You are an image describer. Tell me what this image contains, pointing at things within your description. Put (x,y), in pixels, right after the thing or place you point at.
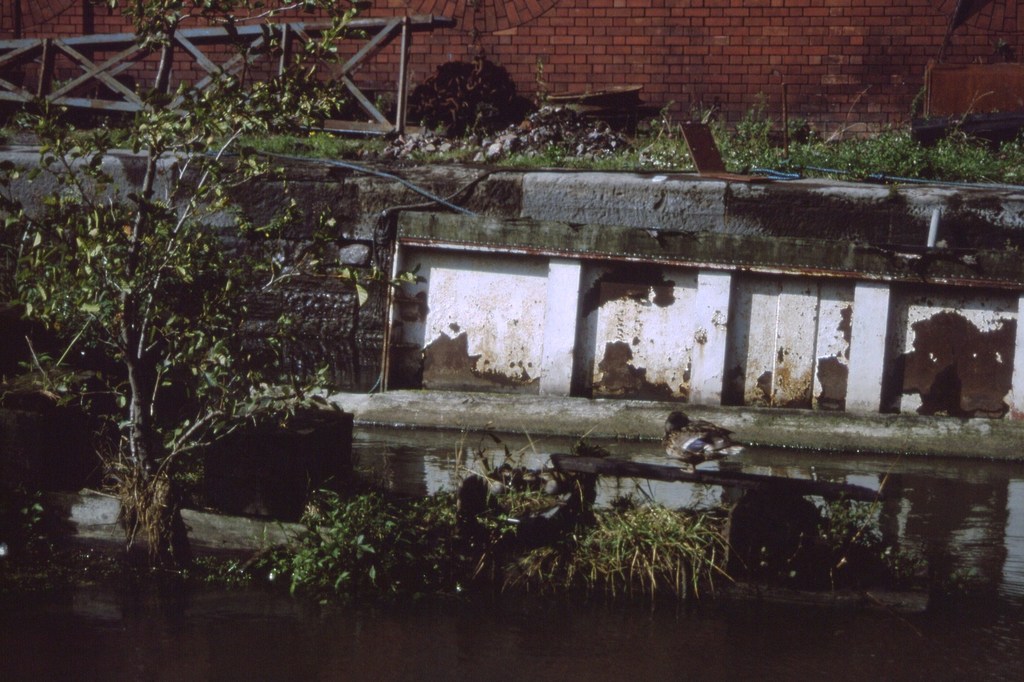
This image consists of plants (400,501). At the bottom (516,457), there is water (688,501). In the middle (676,448), there is a bird (677,450) standing on a stick (671,468). In the background (338,255), there is a wall (371,357).
